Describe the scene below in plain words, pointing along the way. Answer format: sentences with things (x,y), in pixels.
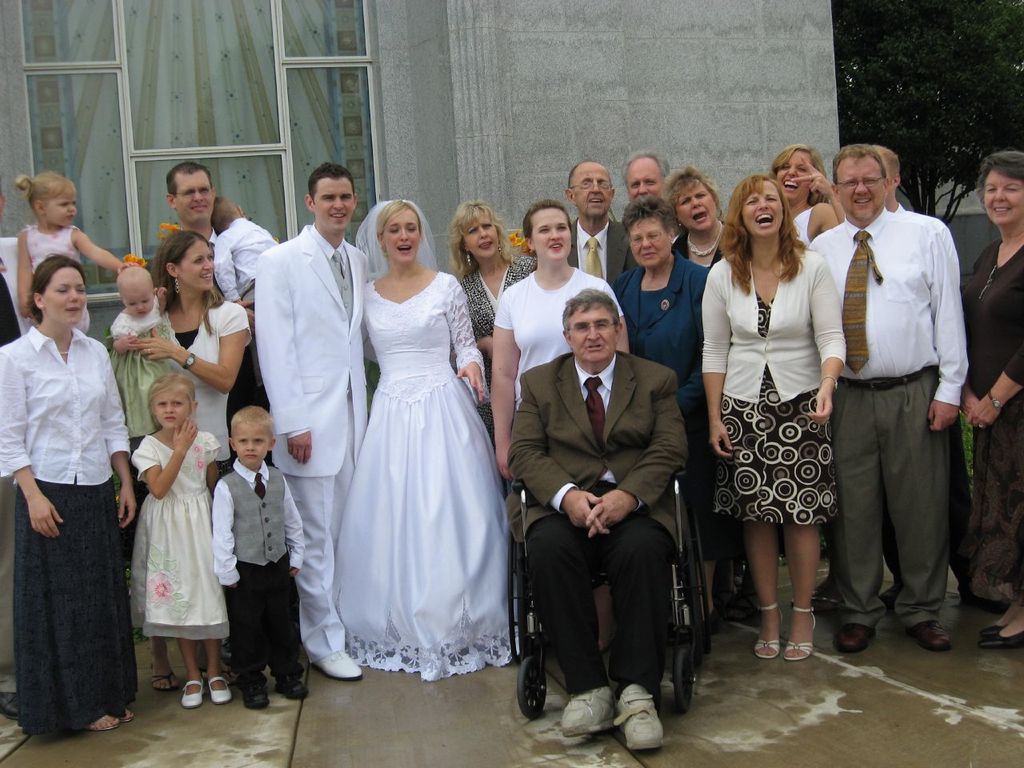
In this image I see number of people (1008,636) who are standing and this man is sitting on chair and I see that few of them are wearing suits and I see the ground (954,614). In the background (419,183) I see the wall (730,6), trees (856,20) and the window (140,41) over here.
